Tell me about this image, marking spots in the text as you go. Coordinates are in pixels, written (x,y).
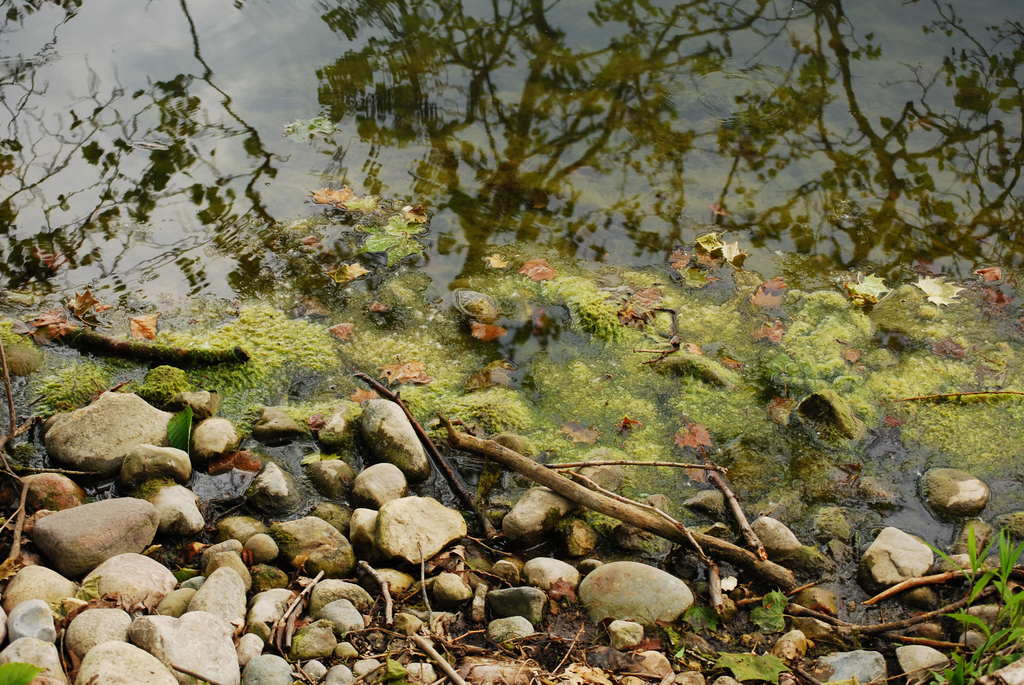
In this image we can see there are rocks (460,598) and wooden sticks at the bottom of the image (511,471), in front of them there is a water (414,274). On the water (326,275) we can see there are dry leaves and algae (349,376).
